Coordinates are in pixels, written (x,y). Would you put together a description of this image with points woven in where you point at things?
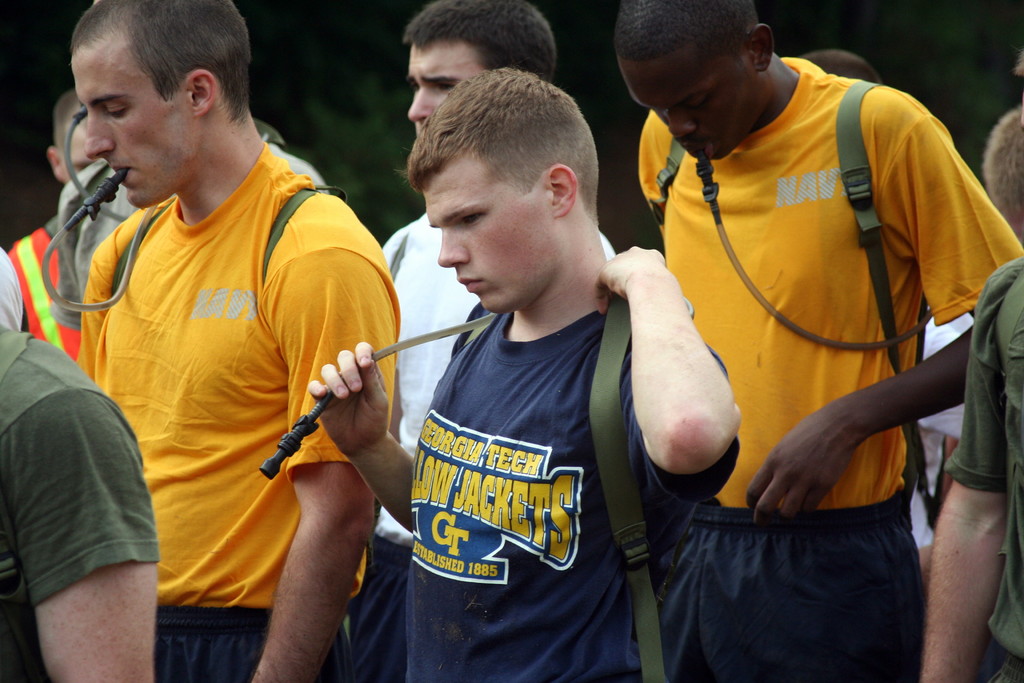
In this image in the foreground (752,368) there are a group of people (446,309) who are standing and some of them are wearing bags (112,290), and in the background (401,105) there are some trees (893,13).
